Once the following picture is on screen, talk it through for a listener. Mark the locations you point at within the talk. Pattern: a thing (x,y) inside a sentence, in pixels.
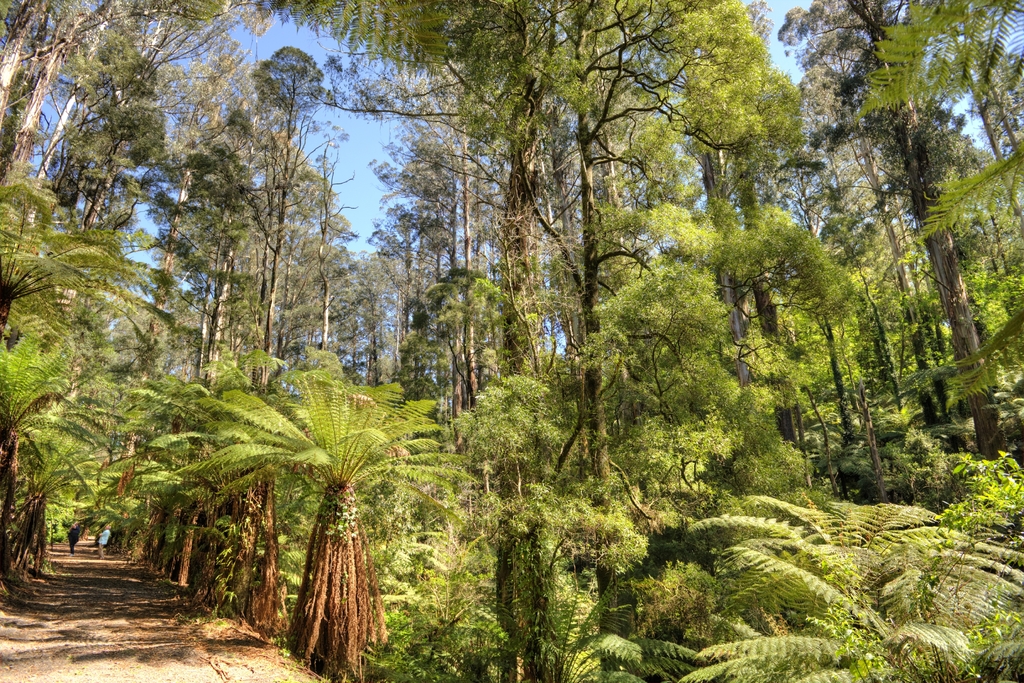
Here we can see trees (15,229). Background (91,8) we can see people (110,527) and sky (358,208).
